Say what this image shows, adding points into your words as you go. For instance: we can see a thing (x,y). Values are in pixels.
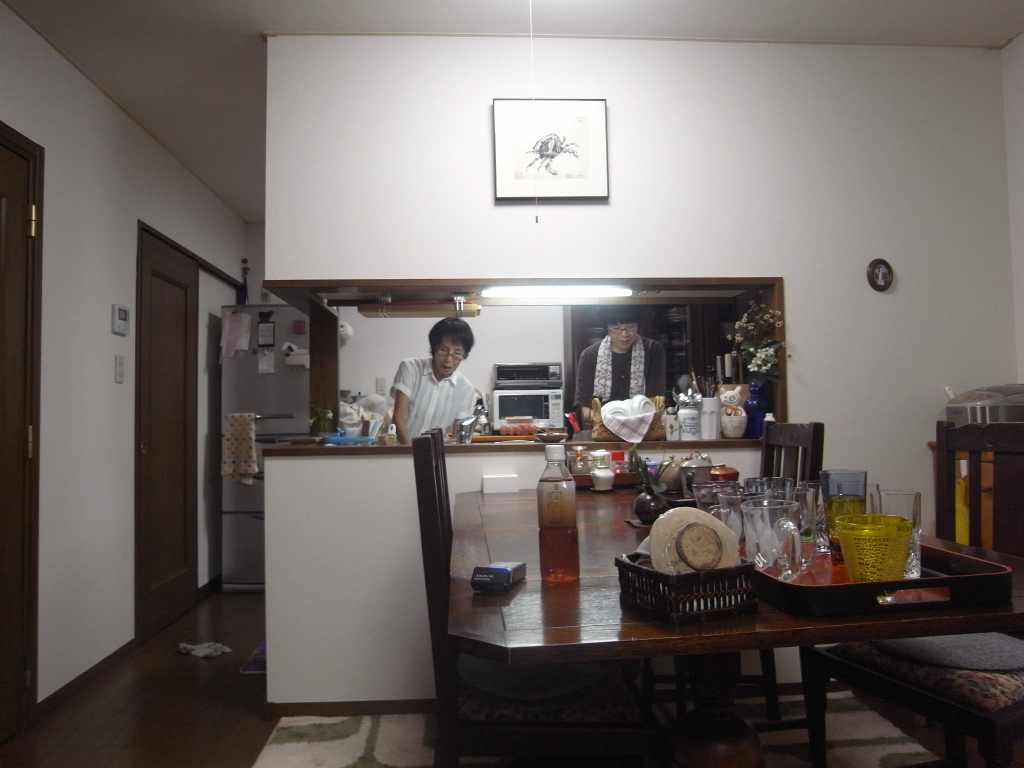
In the foreground of this image (848,574), there are glasses (809,521), a basket (676,590), a bottle (561,501) and few more objects (596,463) on the table (557,620). We can also see chairs (994,519) around it. At the bottom (340,755), there is a mat (319,748) and the floor (196,755). At the top (555,146), there is a frame (558,102) on the wall (730,138). In the background (644,349), there are two persons (426,379) standing and a flower vase (760,390), containers (682,428) and few more objects (374,433) on the desk (323,448), doors (176,408), wall (92,338), refrigerator (265,383), microwave oven (517,402) and a light (611,297).
